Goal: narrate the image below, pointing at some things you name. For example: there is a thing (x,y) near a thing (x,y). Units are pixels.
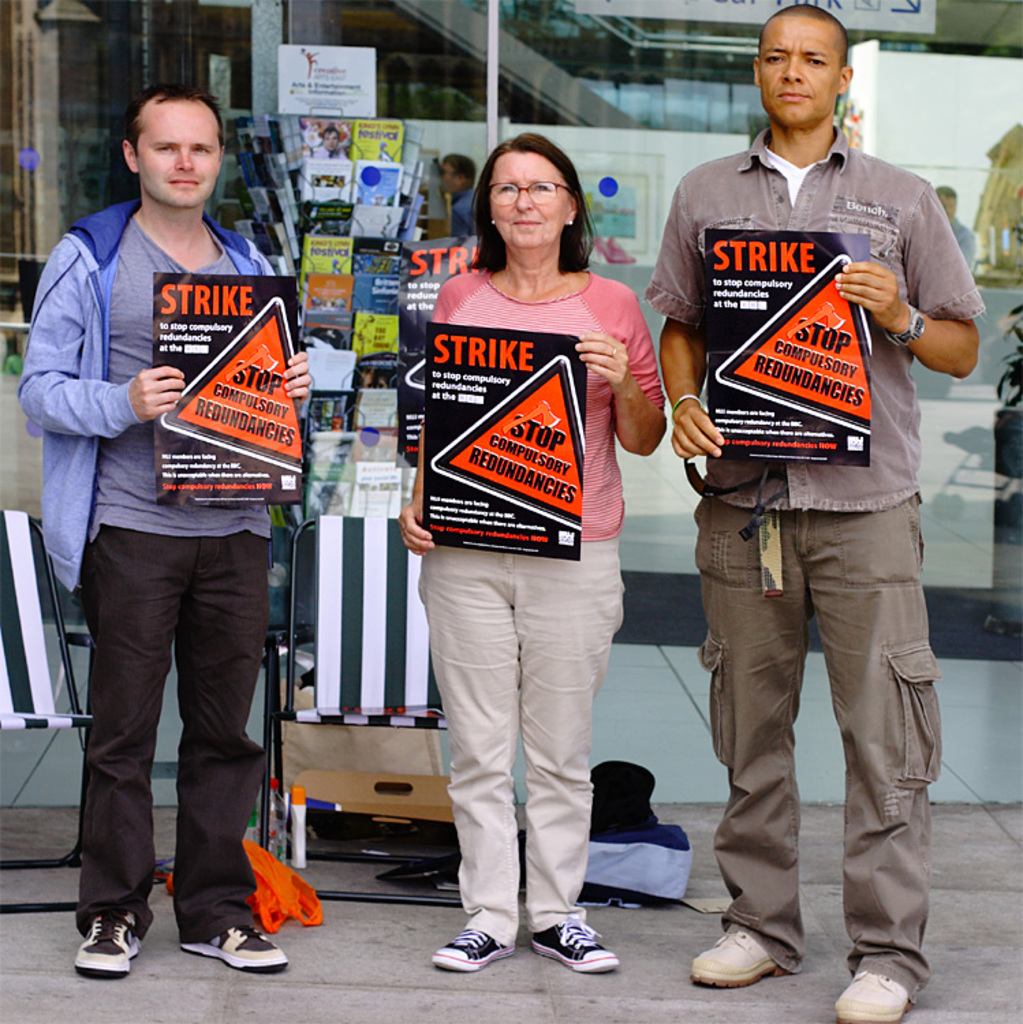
In this image we can see some people (419,465) standing on the road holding some papers (429,465). On the backside (409,690) we can see some chairs (419,725).
